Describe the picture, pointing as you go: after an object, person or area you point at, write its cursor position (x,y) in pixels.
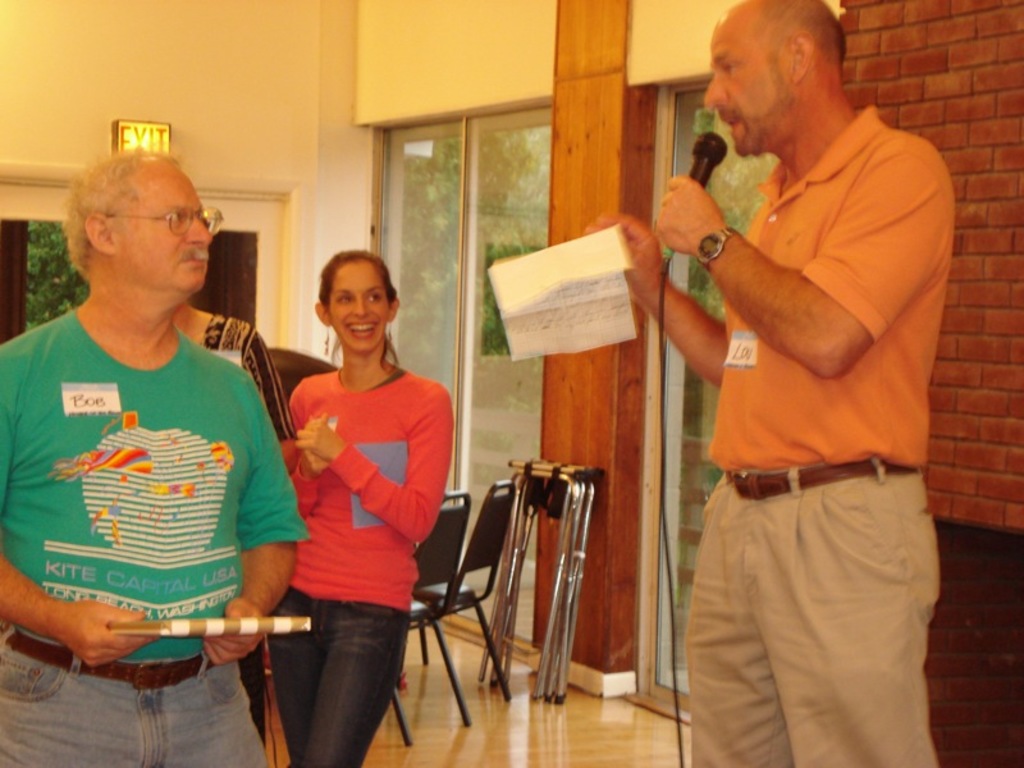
In this image we can see there are people (360,581) standing and we can see the person (636,243) holding mic (702,159) and paper (590,277) and the other person (257,600) holding book (172,623). At the back (590,112) there are chairs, stand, wall (583,151), windows (481,356) and exit board (153,142).
